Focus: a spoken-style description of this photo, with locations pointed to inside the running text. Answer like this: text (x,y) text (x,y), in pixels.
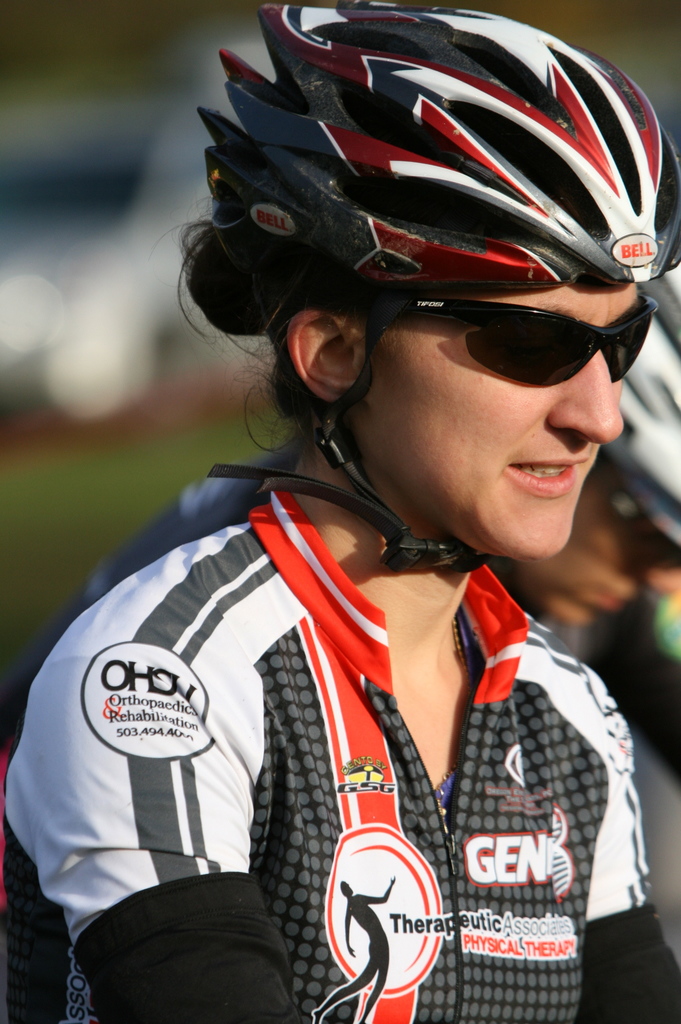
In the foreground of this image (401,727), there is a person (427,732) wearing spectacles (516,340) and helmet (512,227). In the background (623,554), there is another person (631,543) wearing helmet (651,450) and the blurred background (111,402).
